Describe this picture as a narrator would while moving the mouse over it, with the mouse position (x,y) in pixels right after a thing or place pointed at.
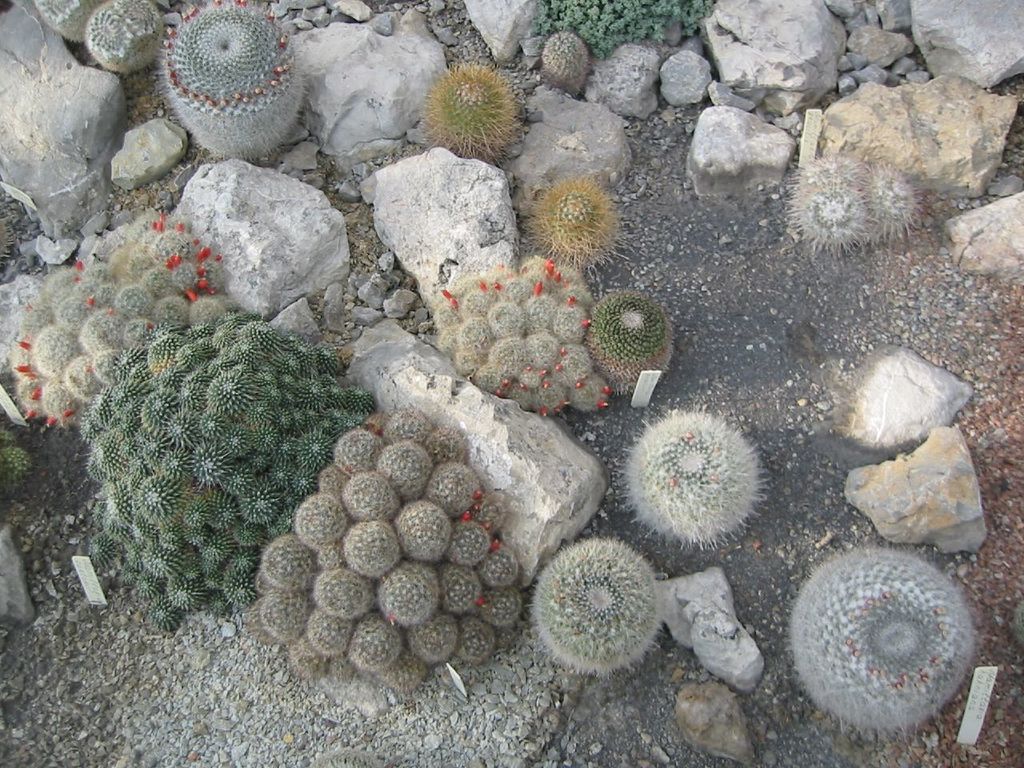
In this image, we can see plants (886,603), stones (974,2), ground (167,724) and boards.
